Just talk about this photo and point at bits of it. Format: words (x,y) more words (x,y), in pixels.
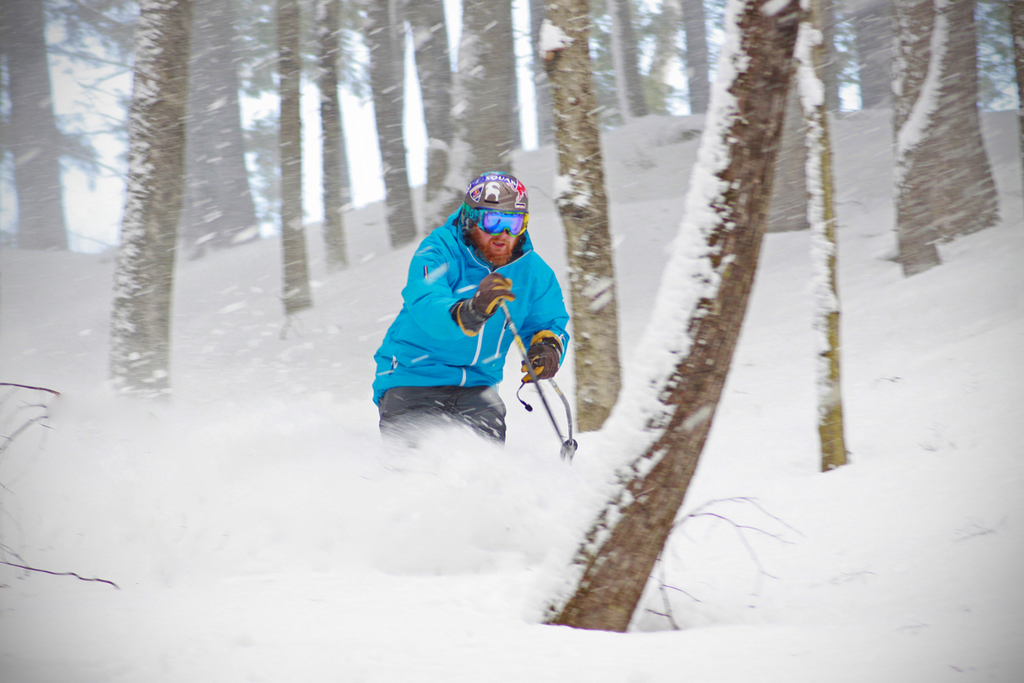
In this image I can see the person (423,316) with blue and black color dress (415,377) and the person (452,331) is holding the sticks (567,416). I can see the person (424,404) is on the snow (444,528). In the background (244,137) I can see many trees (394,222) and the sky (118,148).
